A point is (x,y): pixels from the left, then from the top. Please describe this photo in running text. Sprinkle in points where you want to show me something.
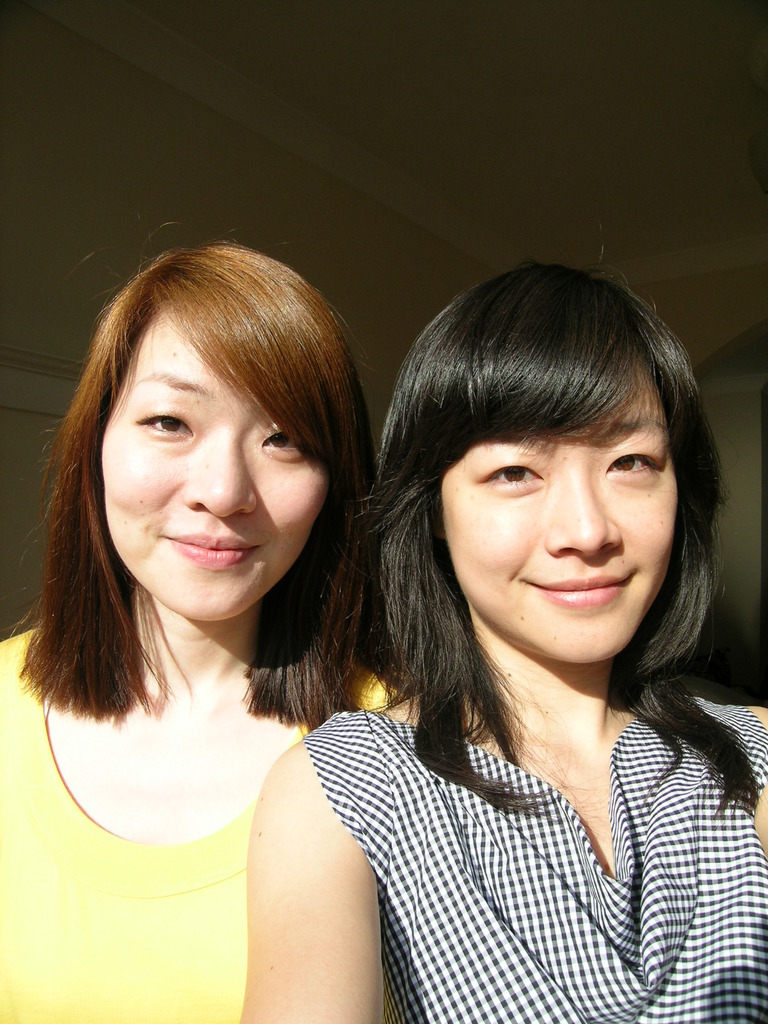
In this image I can see two people (208,812) with yellow, white and black color dress (361,825). In the background (199,228) I can see the wall (321,220).
